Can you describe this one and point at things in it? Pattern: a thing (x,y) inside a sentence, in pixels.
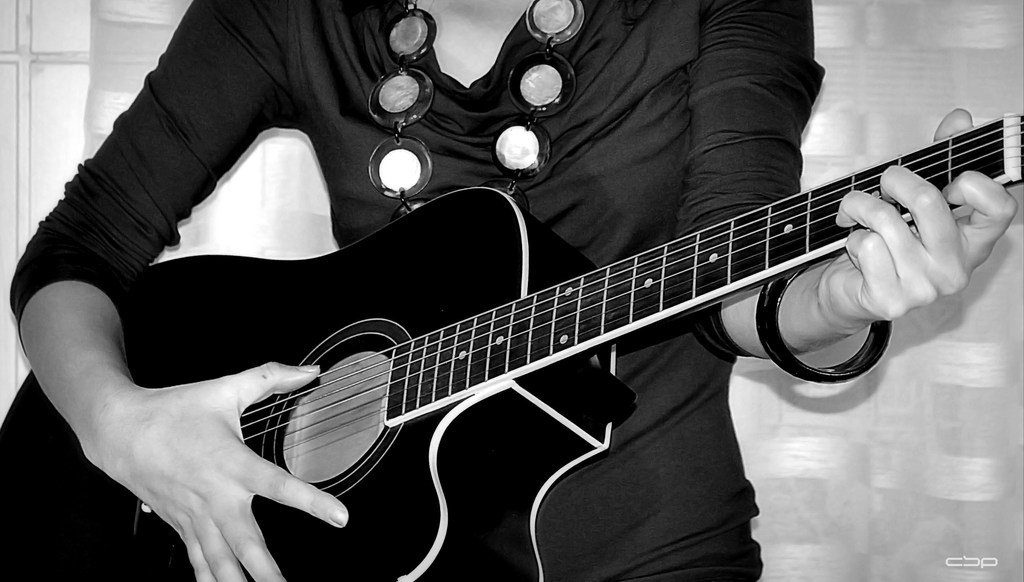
In this image, human (552,206) is holding a guitar (424,399). She is playing a guitar (574,341). On his left hand (733,312), we can see bangle (772,310). At the background (816,464), there is a curtain (849,456). She wear a dress (618,135) and there is a necklace (536,98) on his neck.
